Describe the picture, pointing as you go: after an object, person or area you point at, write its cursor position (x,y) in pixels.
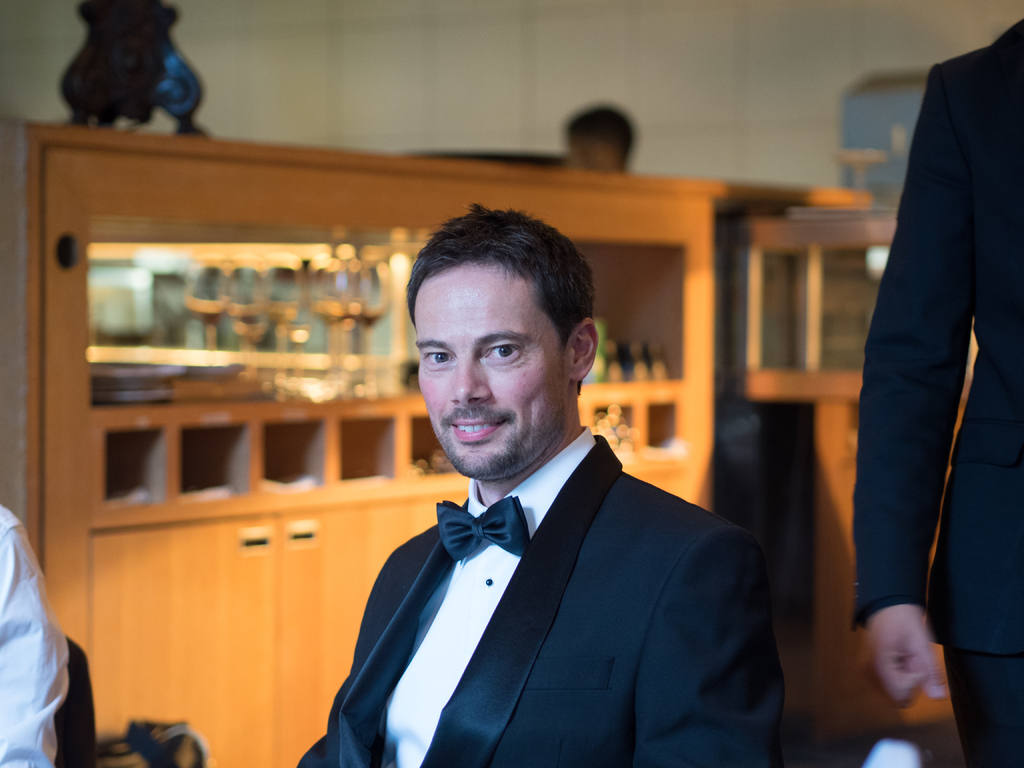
In front of the picture, we see the man (472,665) in white shirt (424,649) and black blazer (531,631) is sitting. He is smiling. On the right side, the man (994,241) in black blazer (934,414) is standing. The man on the left side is sitting. Behind them, we see a rack (323,541) in which some items (338,247) are placed. At the top (673,81), we see a white wall (366,77).
